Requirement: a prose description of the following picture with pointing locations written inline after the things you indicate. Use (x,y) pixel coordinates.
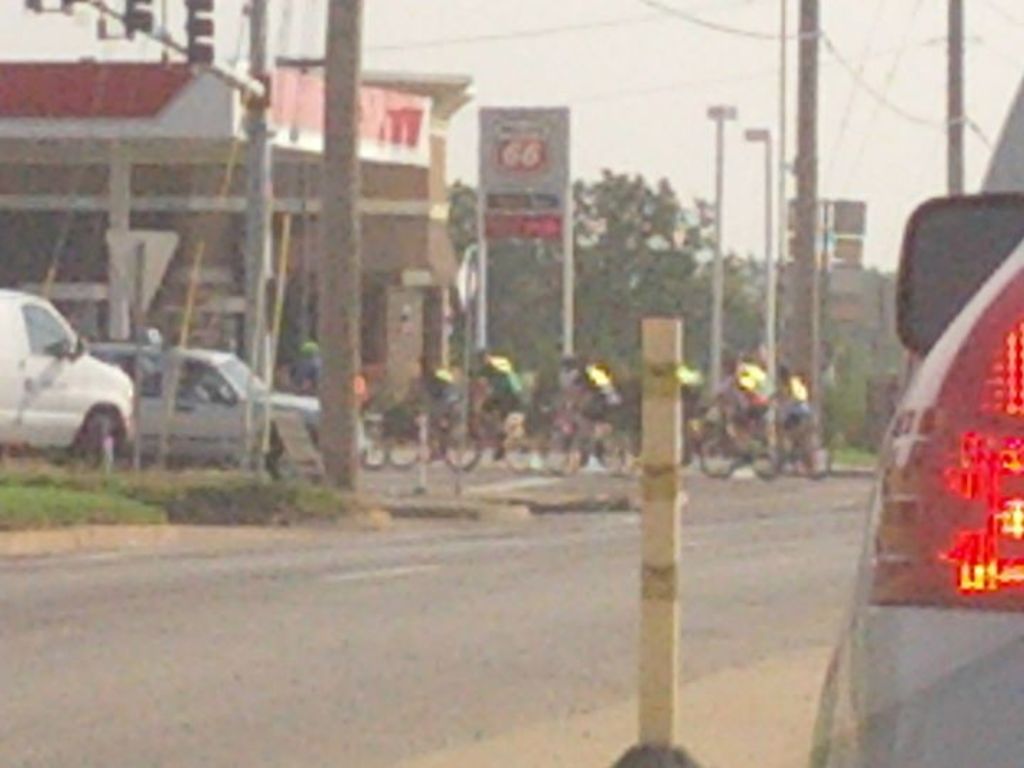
In this picture we can see a group of people (432,400) riding bicycles (444,450) on the road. On the left side of the road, there are poles (344,416), a board (512,182) and cables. On the left (122,377) and right side of the image (925,255), there are vehicles (128,365). Behind the people (519,394), there are trees (581,208), a building (414,348) and the sky (595,55). At the bottom of the image (667,534), there is a lane pole (644,618).
